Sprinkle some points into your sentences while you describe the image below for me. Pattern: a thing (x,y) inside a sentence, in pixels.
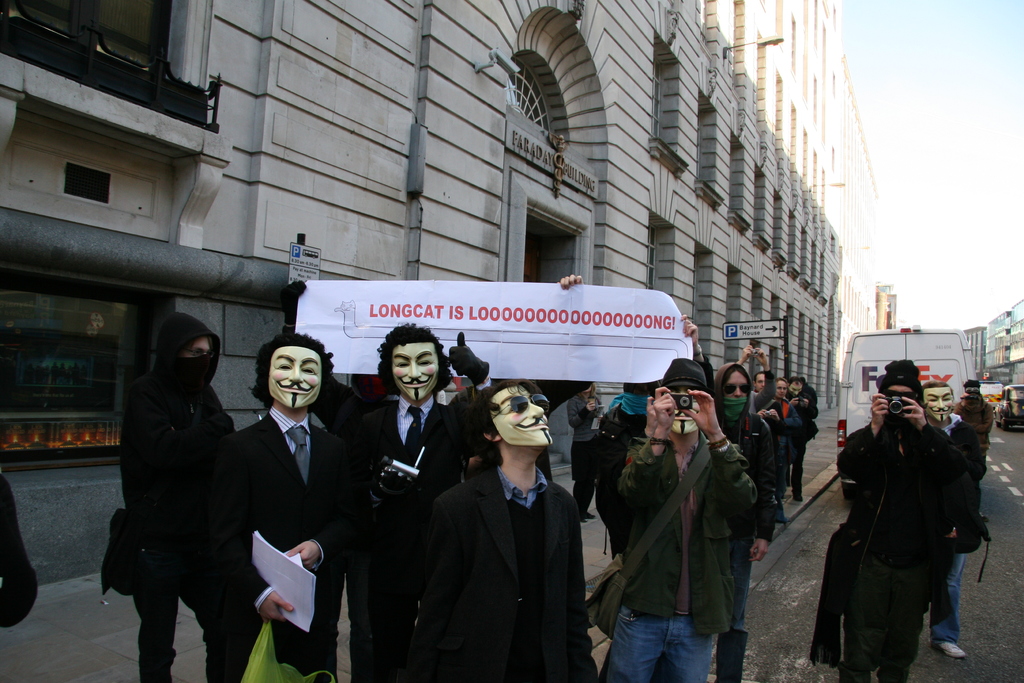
In the picture we can see some people (638,453) are standing with a different costumes (452,480) and some people (924,529) are holding cameras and capturing some pictures and behind them, we can see a van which is white in color and besides the road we can see a building (773,261) with windows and a glass window (9,424) and in the background (925,235) also we can see some houses (1004,380) and a sky (948,69).
